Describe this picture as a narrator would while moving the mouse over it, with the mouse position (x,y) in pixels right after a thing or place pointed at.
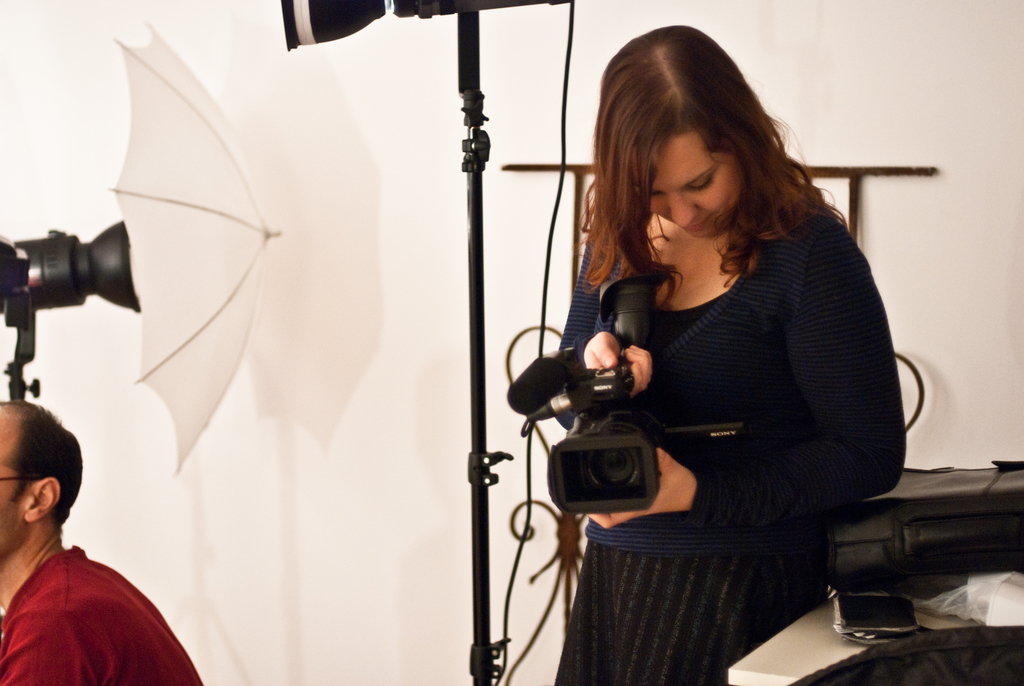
Here in this picture we can see a woman (702,323) standing over a place and we can see she is carrying a video camera (602,396) in her hand (647,378) over there and beside her we can see lights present on stands (474,380) with umbrella (163,95) over there and on the left side (128,591) we can see a person (14,540) present over there and beside her we can see a table (765,680), on which we can see a bag (939,484) and a book (887,633) present over there.
